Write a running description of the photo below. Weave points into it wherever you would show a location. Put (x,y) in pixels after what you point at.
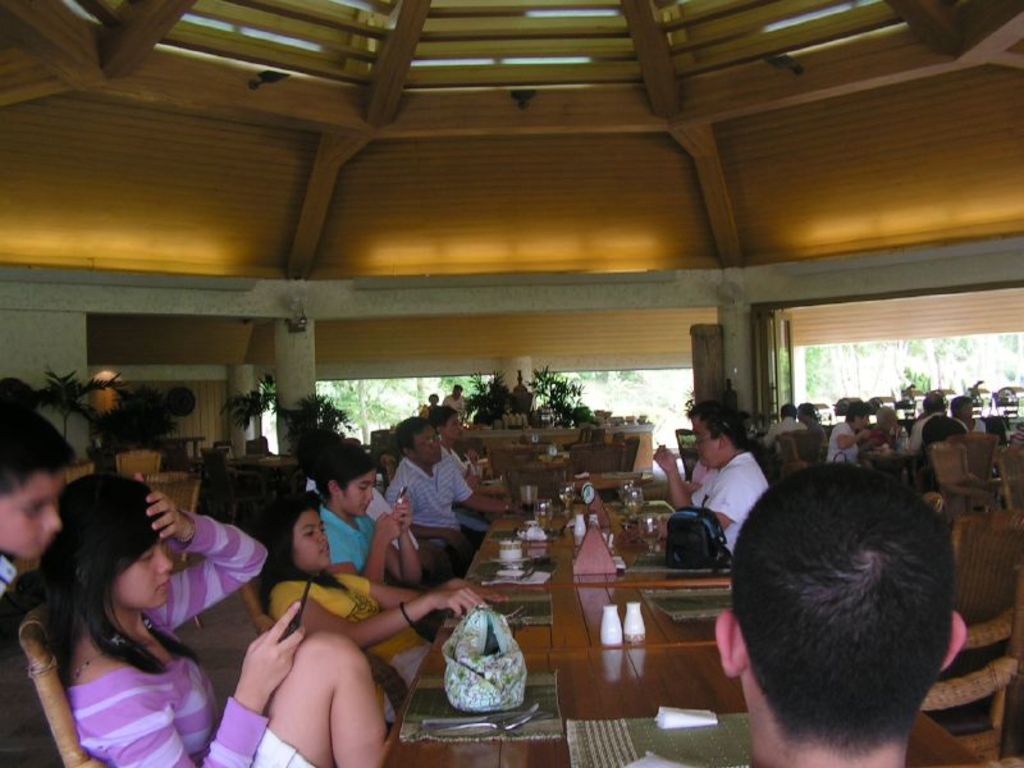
In this image, we can see a group of people (890,760). Few are sitting on the chair (984,631) and standing. In the middle of the image (483,433), we can see few tables (658,648), some items (584,489) are placed on it. Here we can see few plants (110,436), trees (409,408), pillars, walls (22,359). Top of the image (555,133), there is a roof (481,135). Here we can see few people (268,671) are holding some objects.
